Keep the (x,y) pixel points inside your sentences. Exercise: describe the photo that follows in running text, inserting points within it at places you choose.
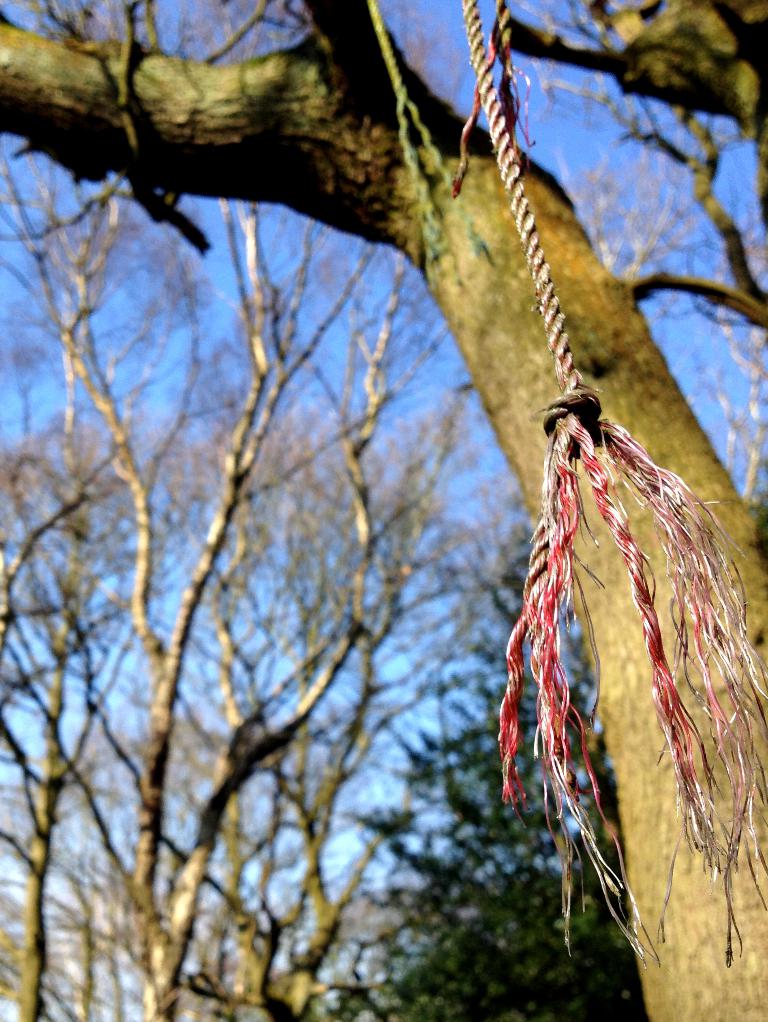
In this image in the center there is a rope (510,157) hanging and in the background (615,286) there are trees (597,316).
